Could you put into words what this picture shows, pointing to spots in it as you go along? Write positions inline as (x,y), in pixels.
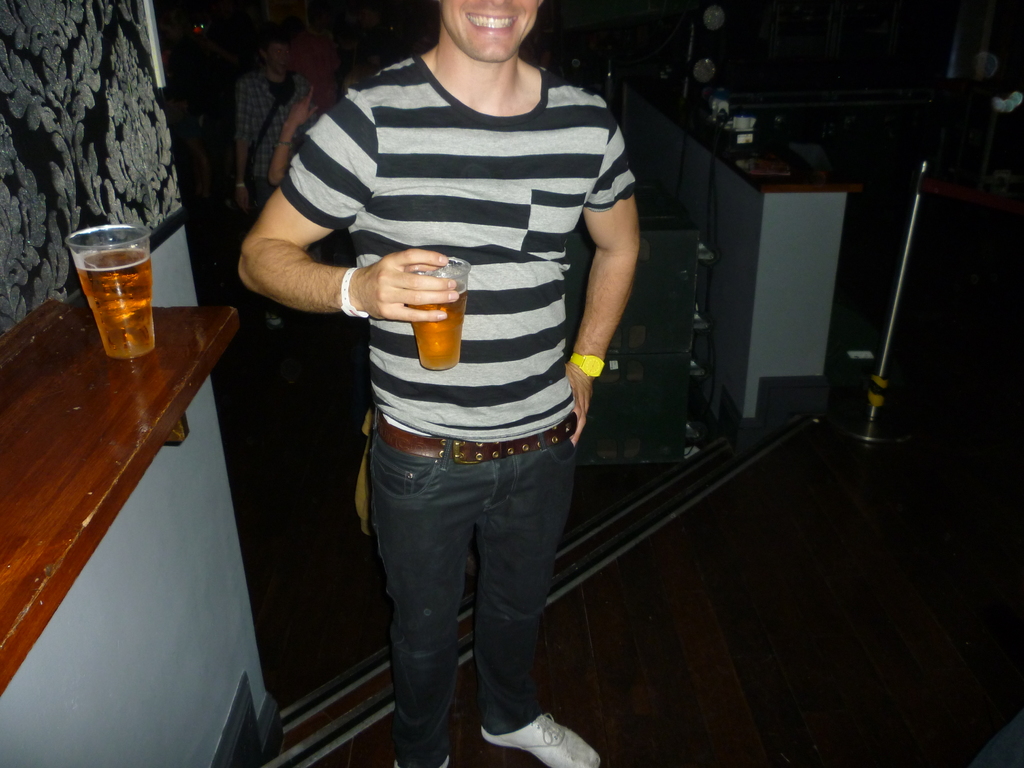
In this image there is a man (542,583) who is standing and posing for a picture by holding the glass (450,327) in his hand (451,296). Beside him there is a table (89,400) on which there is another glass (125,284). In the background (253,98) there are few people (269,102) who are walking. To the right side (909,215) there is a pole (898,299) and a table (809,205) on which it has few things (764,172) on it.
